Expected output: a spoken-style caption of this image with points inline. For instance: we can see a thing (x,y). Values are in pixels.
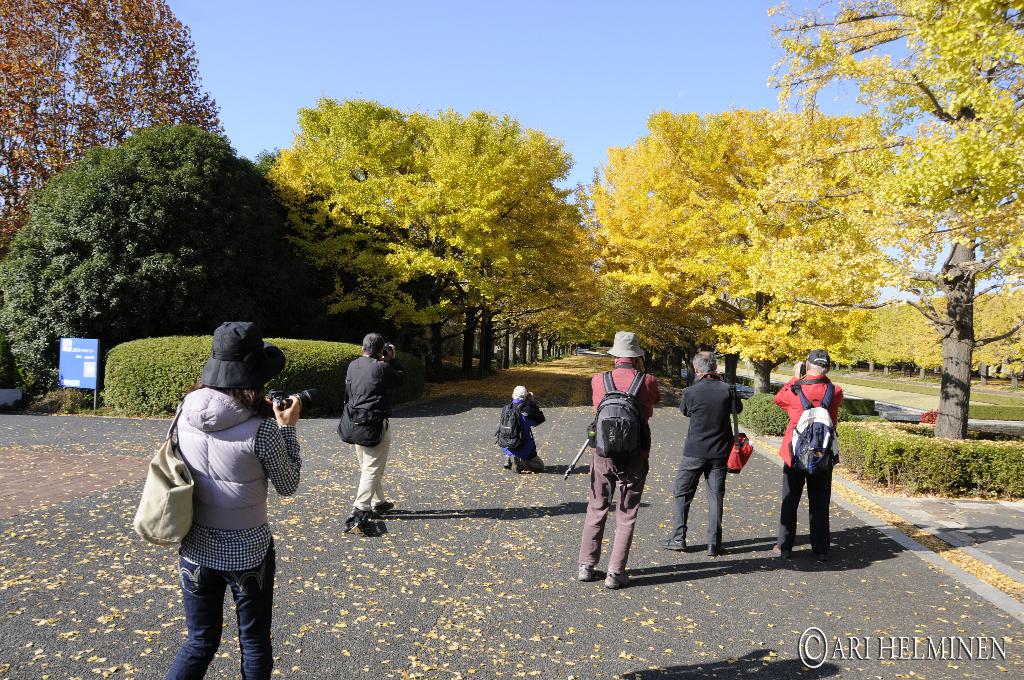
In this image I can see group of people (249,458) standing, the person (211,447) in front (233,581) wearing gray jacket (216,459), blue pant (263,626) and holding a camera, and I can also see few bags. Background (78,373) I can see a blue color board (91,371), trees (514,320) in green color and the sky (398,100) is in blue color.
